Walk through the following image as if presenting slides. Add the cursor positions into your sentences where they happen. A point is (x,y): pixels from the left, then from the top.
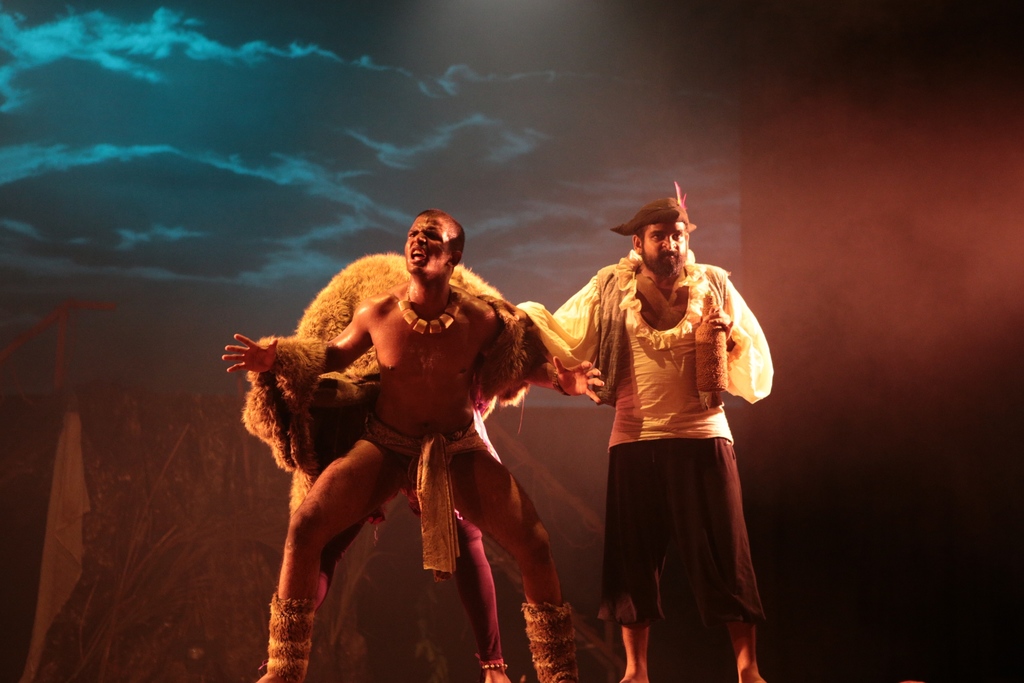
In this picture there is a man (417,388) wearing costume dress (370,424) and doing drama on the stage (600,583). Beside there is a another man (616,409) wearing a white color shirt (644,340) and cap (647,233) standing beside him. Behind there is a blue sky banner (135,148).
